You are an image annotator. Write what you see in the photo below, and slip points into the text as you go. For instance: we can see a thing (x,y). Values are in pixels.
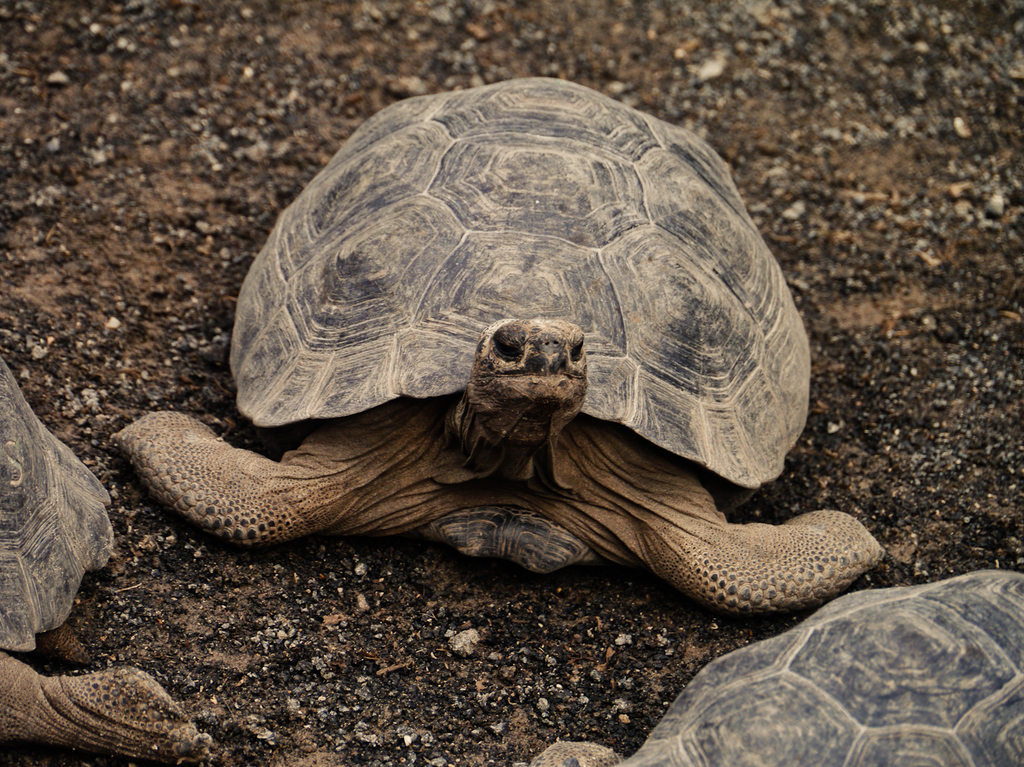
In this image we can see tortoises (332,466) on the ground (791,484).
